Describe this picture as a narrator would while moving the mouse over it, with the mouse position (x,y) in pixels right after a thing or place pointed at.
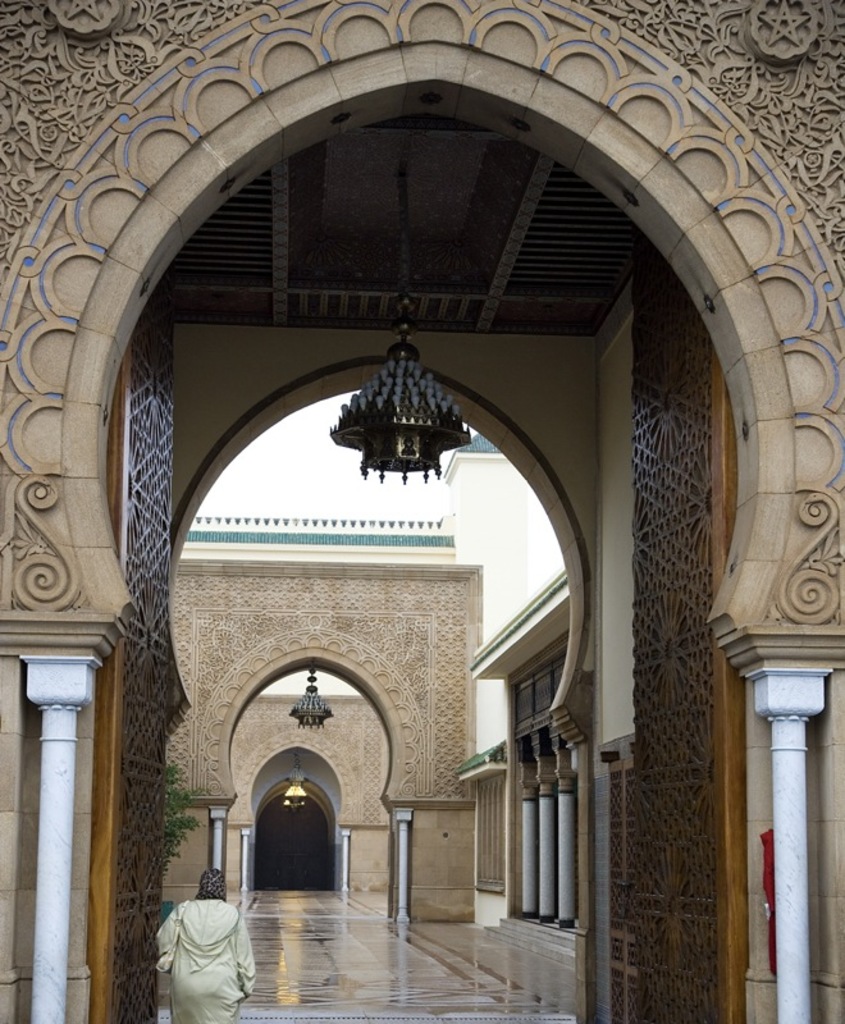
This image is taken outdoors. In this image there is an architecture (386,620) with walls (458,611), pillars (796,906), doors (629,835) and there are many carvings (84,21) on the walls (210,151). At the top of the image (347,231) there is a roof (426,240). There is an antique lamp (403,411). On the left side of the image (178,963) a person (191,950) is standing on the floor (266,924).
